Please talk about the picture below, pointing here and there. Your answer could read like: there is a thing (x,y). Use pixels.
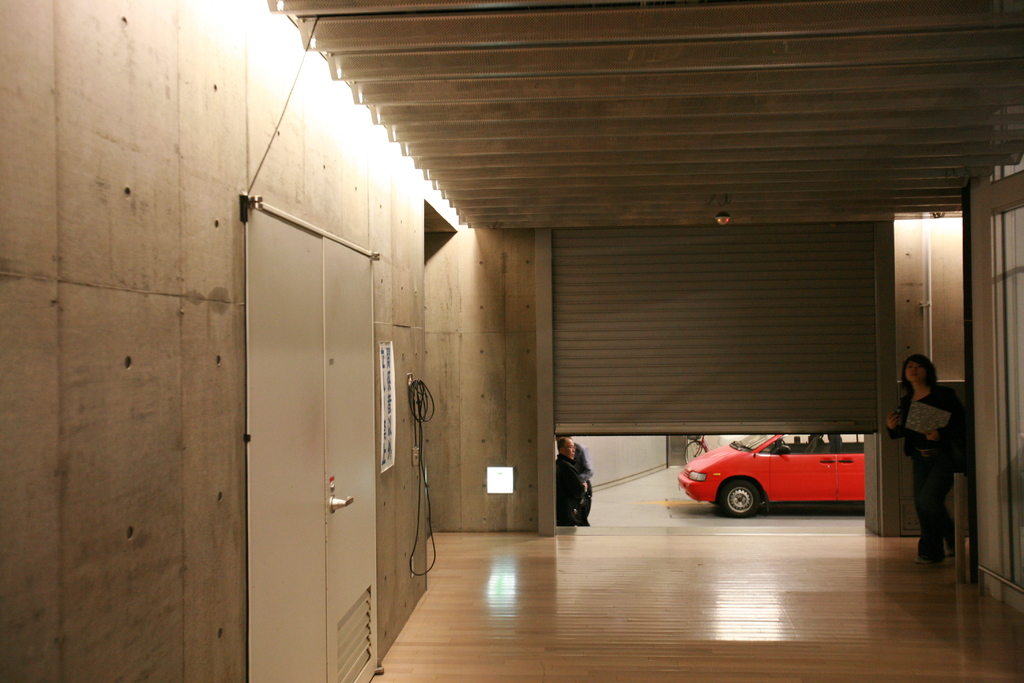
In this image we can see a woman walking on the ground (618,611). We can also see a door (316,560), wall (145,392), wires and a roof (464,69). On the backside (638,390) we can see a shutter (727,432), some people (578,496) standing and a vehicle (739,513) on the ground (700,515).
